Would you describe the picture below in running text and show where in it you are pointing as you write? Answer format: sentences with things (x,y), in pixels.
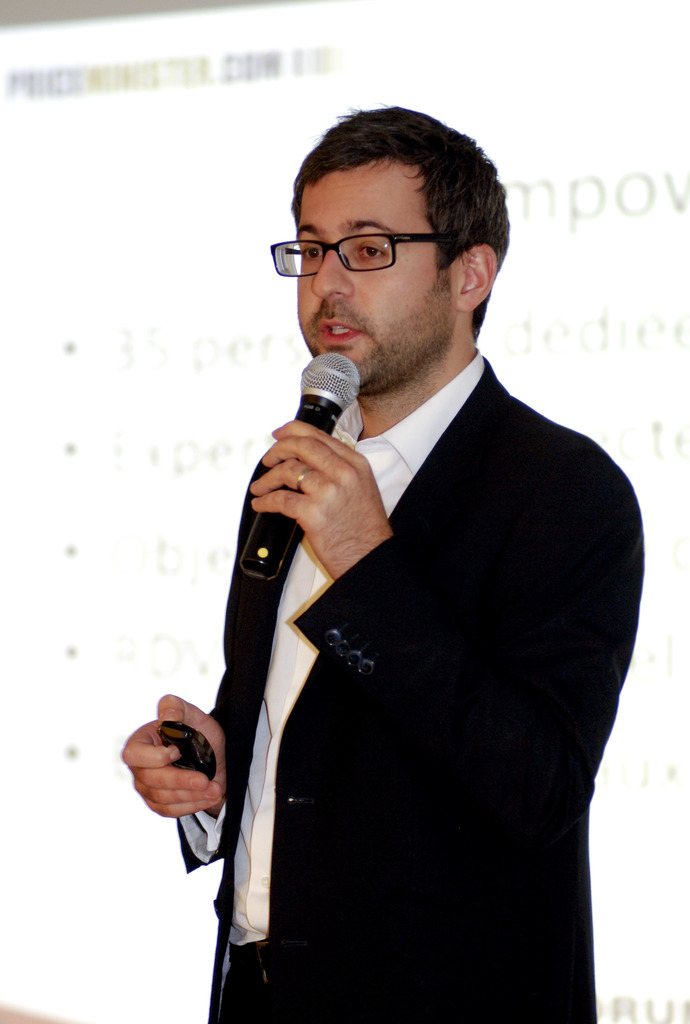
In this image, there is a person (414,310) wearing clothes (410,557) and spectacles (383,260). This person (373,316) holding a mic (341,385). There is a screen (295,410) behind this person (499,571).
